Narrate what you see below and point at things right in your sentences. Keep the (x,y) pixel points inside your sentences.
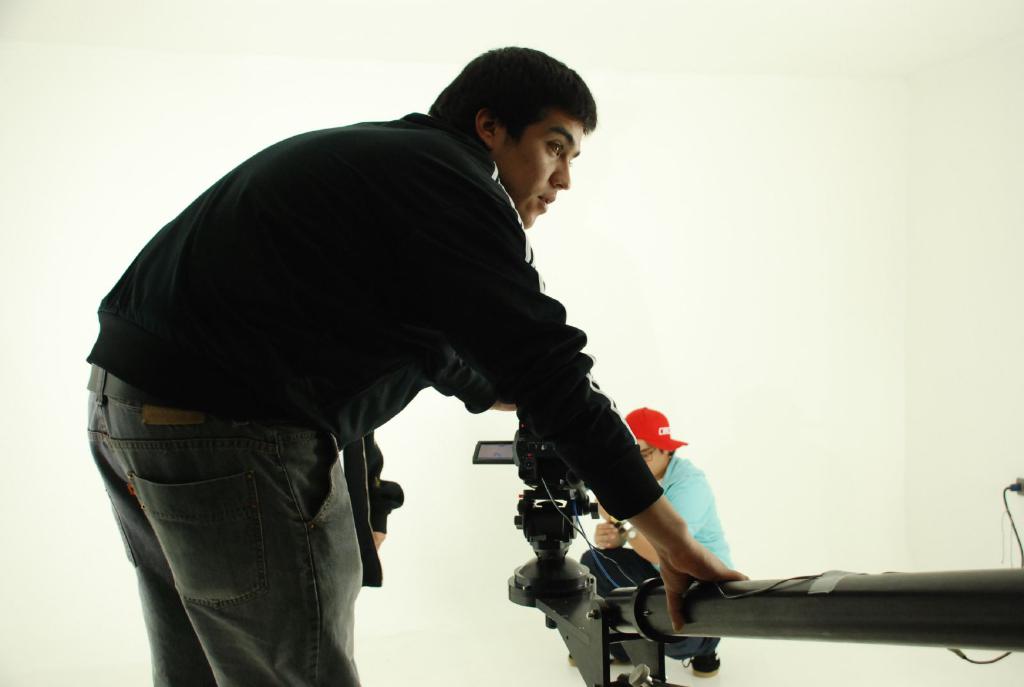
In this image, there is a person (698,505) wearing clothes (694,491) and sitting beside the camera arm (730,603). There is an another person (287,338) on the left side of the image (287,338) wearing clothes (328,281) and holding a camera arm (702,619) with his hand (684,546).
